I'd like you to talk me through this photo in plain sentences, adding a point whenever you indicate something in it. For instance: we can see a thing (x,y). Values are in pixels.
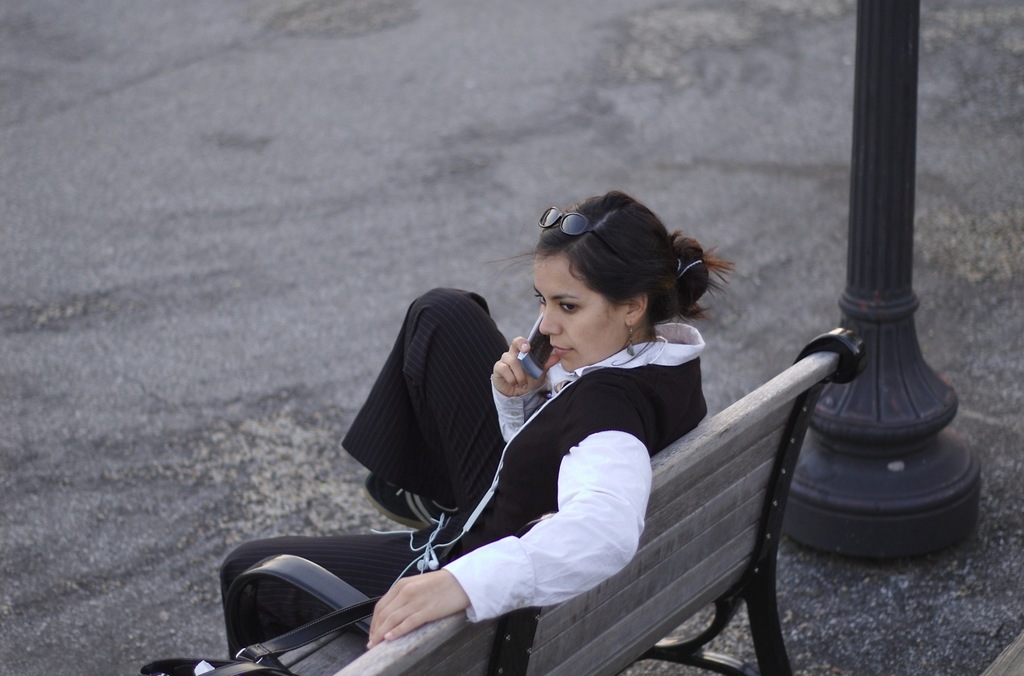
In this picture we can see a woman (410,434) sitting on a bench (715,450) on the ground (933,29), she is holding a mobile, here we can see a pole (875,228).
